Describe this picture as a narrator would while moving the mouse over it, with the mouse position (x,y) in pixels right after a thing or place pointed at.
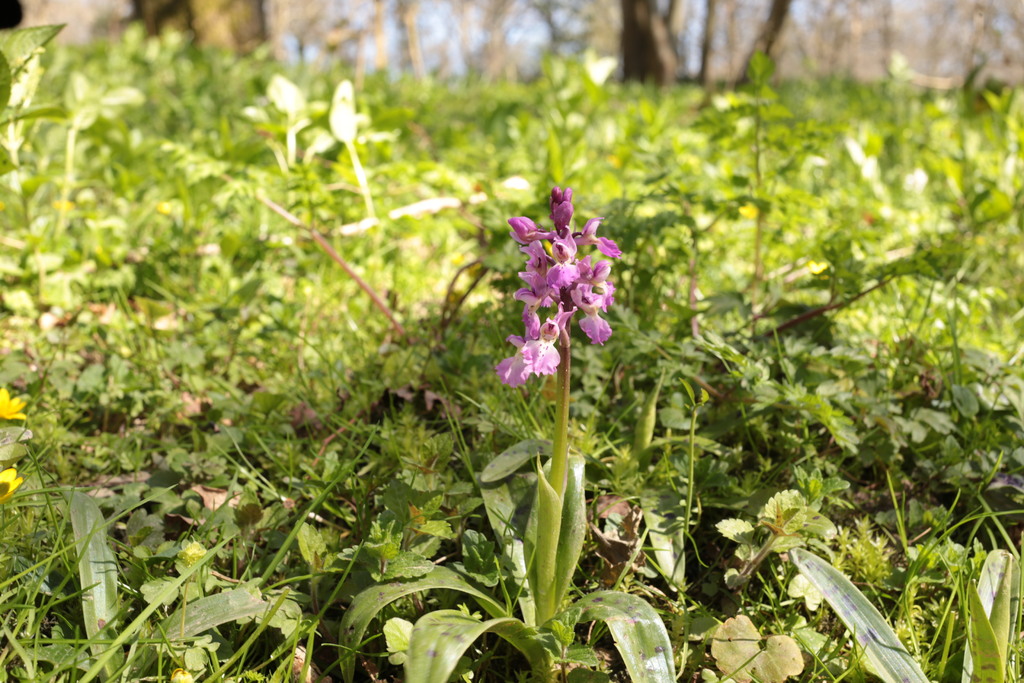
In the picture there is a lot of grass (626,399) and in between them there is a plant (543,355) with beautiful flowers (523,370).
